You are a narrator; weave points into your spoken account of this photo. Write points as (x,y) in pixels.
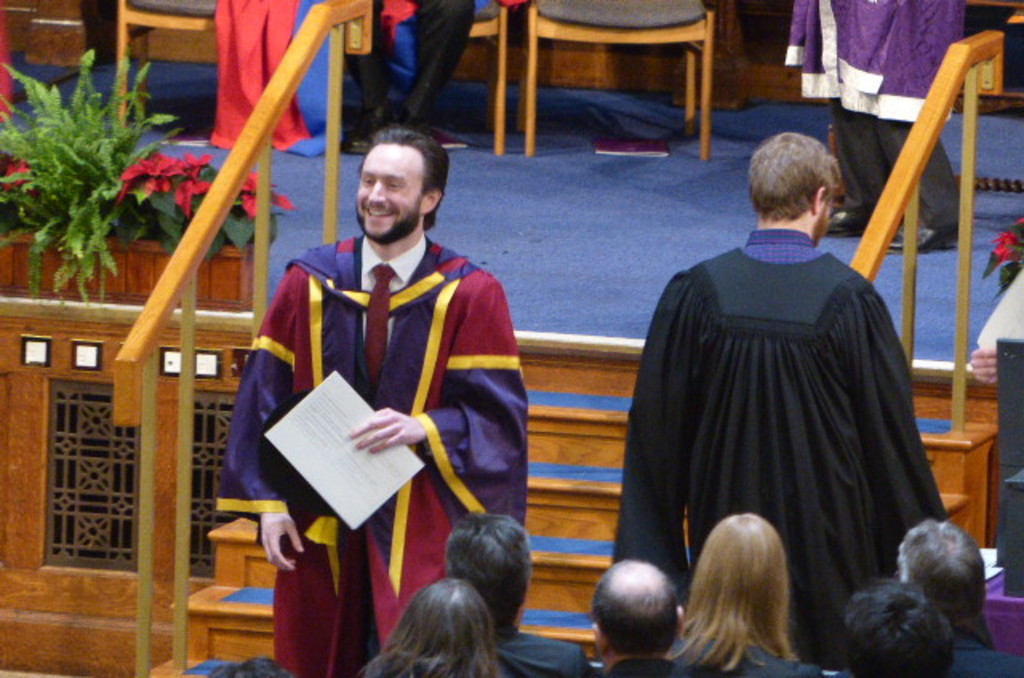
In the foreground of the picture (663,599) there are people (663,599). In the center of the picture (452,321) there are two people (424,381) walking. In the center (578,356) there is a staircase (565,386). On the left (153,168) there are flowers (153,168) and plants (79,149). On the top (235,50) there are chairs (501,142) and people (427,64) on the stage (527,166) and there are books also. The picture is taken in a convocation.
